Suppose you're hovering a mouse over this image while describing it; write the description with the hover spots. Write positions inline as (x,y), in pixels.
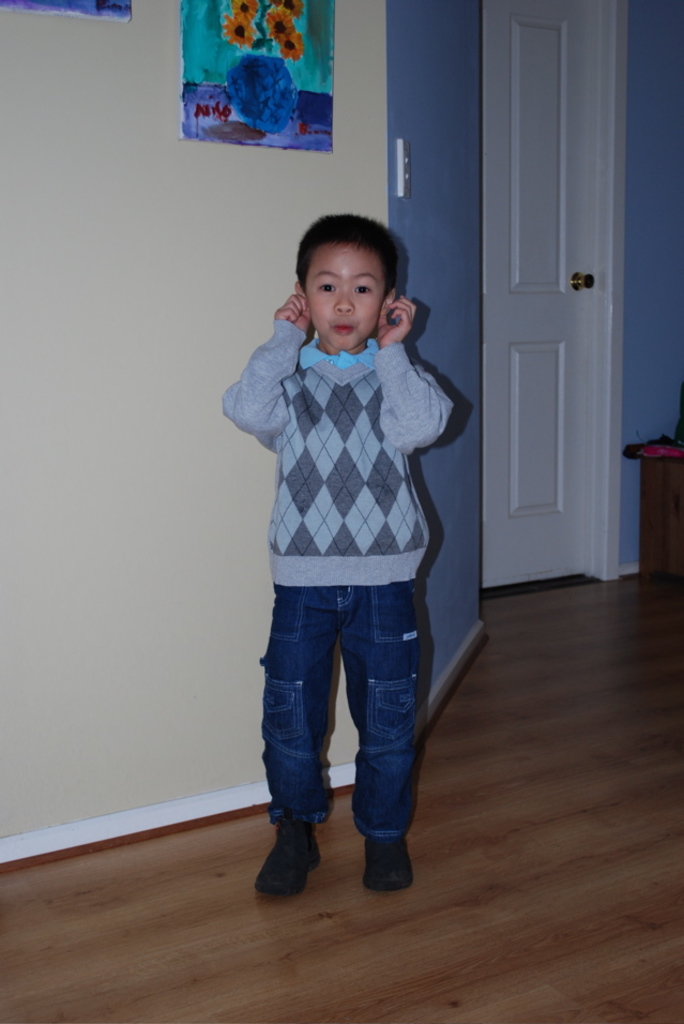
In this image I see a boy (308,565) who is standing and I see that he is holding ears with his hands (291,305) and I see the floor (517,733). In the background (105,78) I see the wall (471,545) which is of white and blue in color and I see the papers (247,69) on which there are paintings (204,43) and I see the white door (557,102) over here.
